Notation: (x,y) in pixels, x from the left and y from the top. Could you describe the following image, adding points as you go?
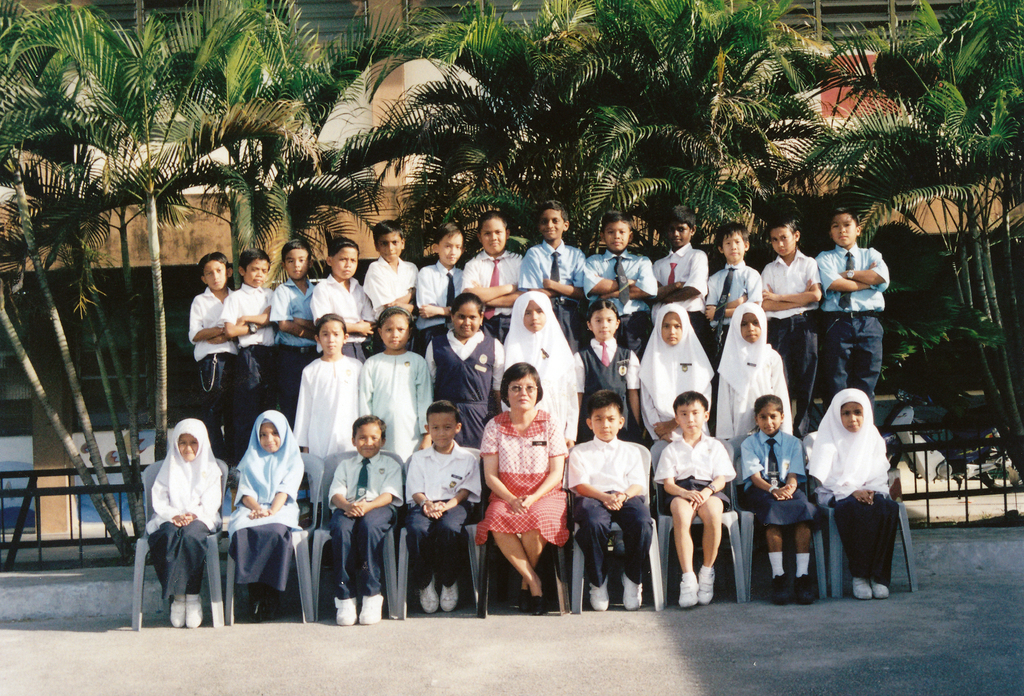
In this picture we can see group of people (436,303), few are sitting on the chairs (731,533) and few (418,390) are standing, behind them we can see few trees (568,124), metal rods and a building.
